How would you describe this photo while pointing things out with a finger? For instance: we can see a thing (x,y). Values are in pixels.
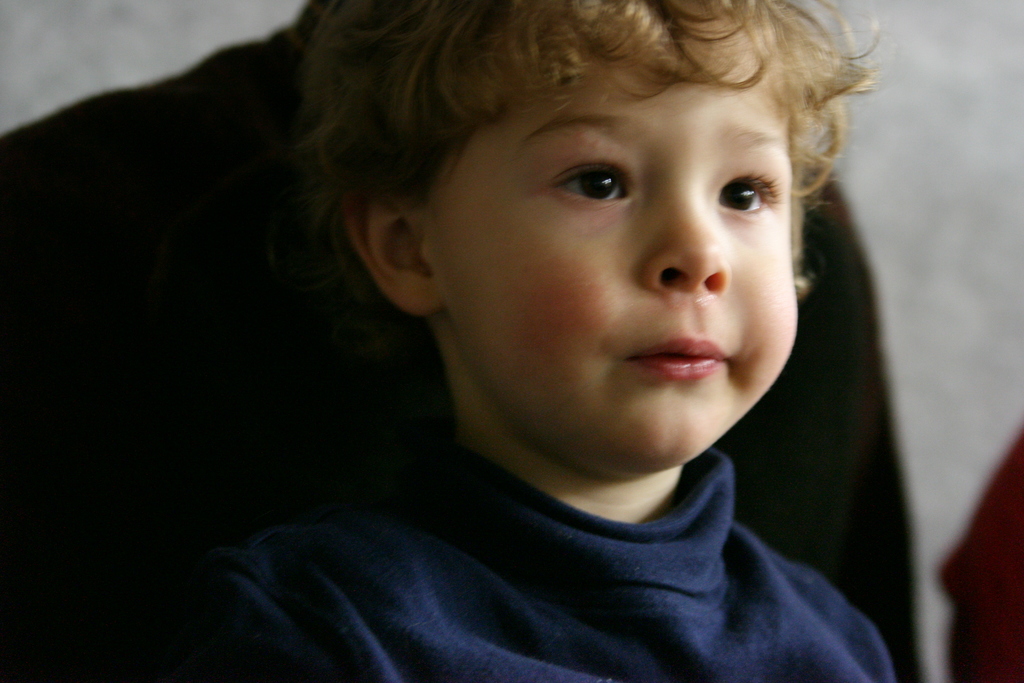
Here we can see a boy (705,667) and he is looking right side of the image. Background (90,61) it is blur.
